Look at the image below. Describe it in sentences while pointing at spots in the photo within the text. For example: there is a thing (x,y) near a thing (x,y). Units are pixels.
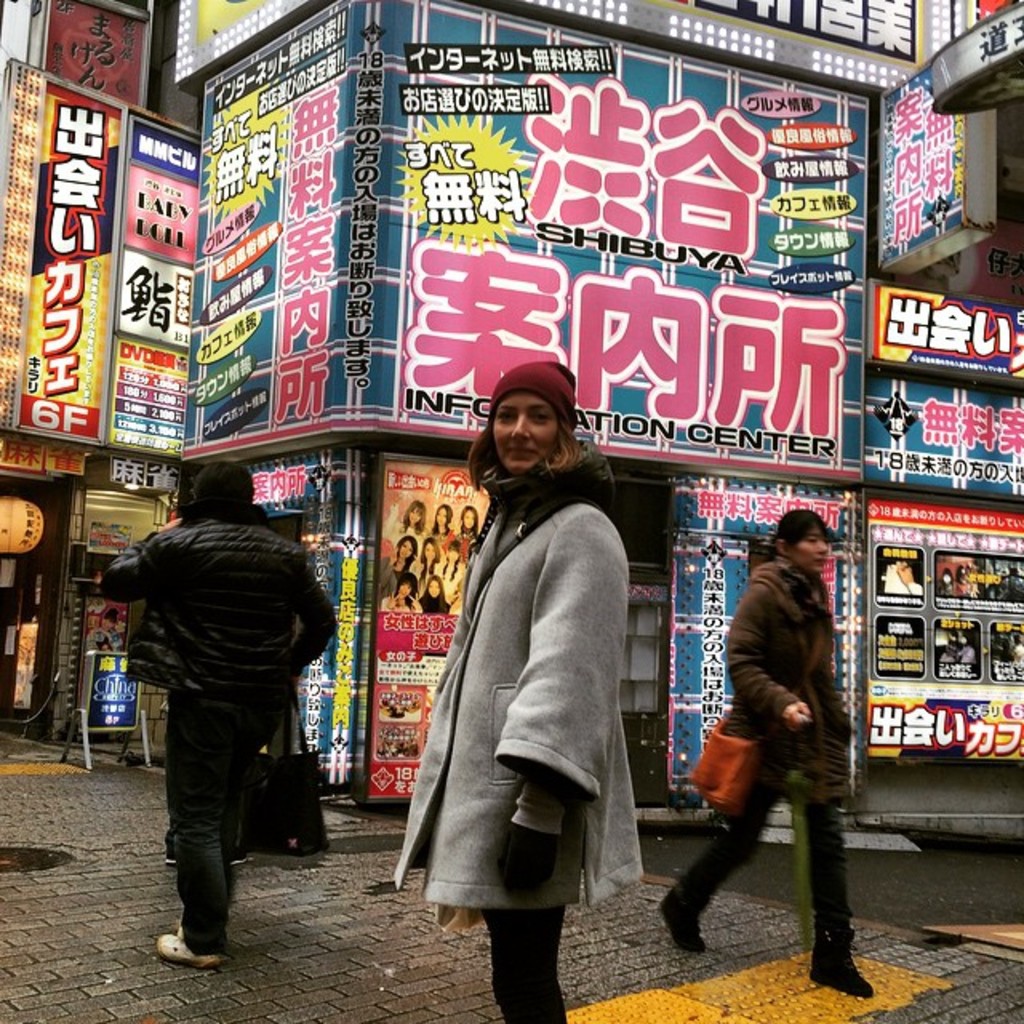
In front of the image there is a woman (499,607) standing, behind her there are a few people (167,614) walking on the road (98,745), behind them there are display boards (396,291) on the buildings (11,594).
